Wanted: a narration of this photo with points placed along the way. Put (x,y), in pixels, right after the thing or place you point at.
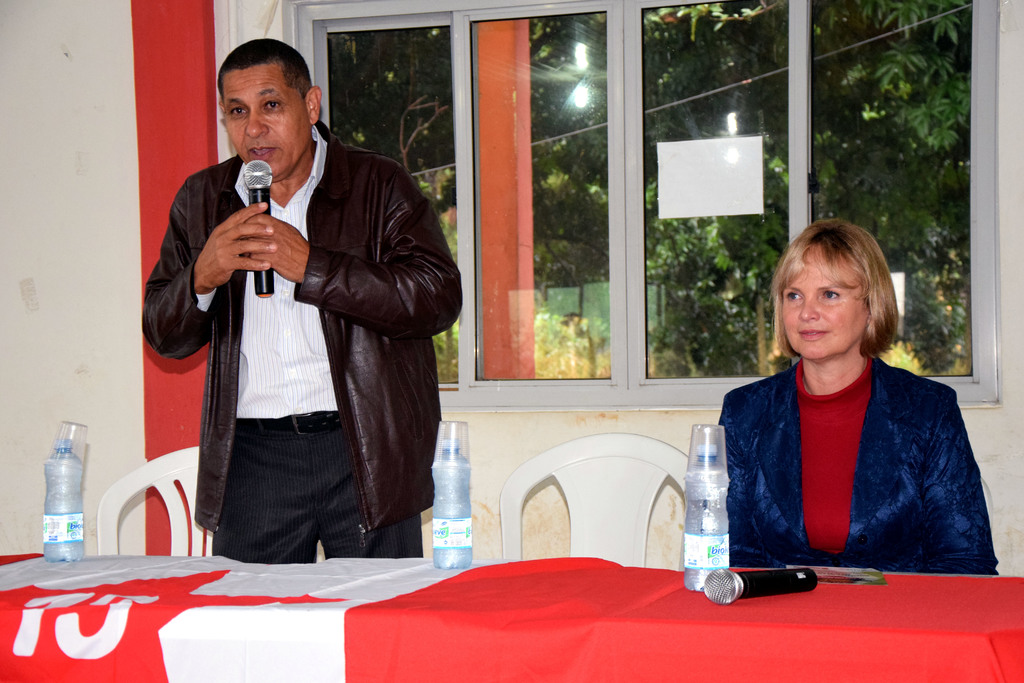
In this image a person (447,321) is standing, wearing a white colour shirt (253,287) and brown colour coat (382,492), holding a mike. At right side (936,502) there is a woman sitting on the chair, before a table (1020,661) there are three bottles (700,547) and a mike (731,584) on it. Beside there is a chair (656,475). At the background (654,344) there is a window (966,30) from which trees (708,317) are visible.
